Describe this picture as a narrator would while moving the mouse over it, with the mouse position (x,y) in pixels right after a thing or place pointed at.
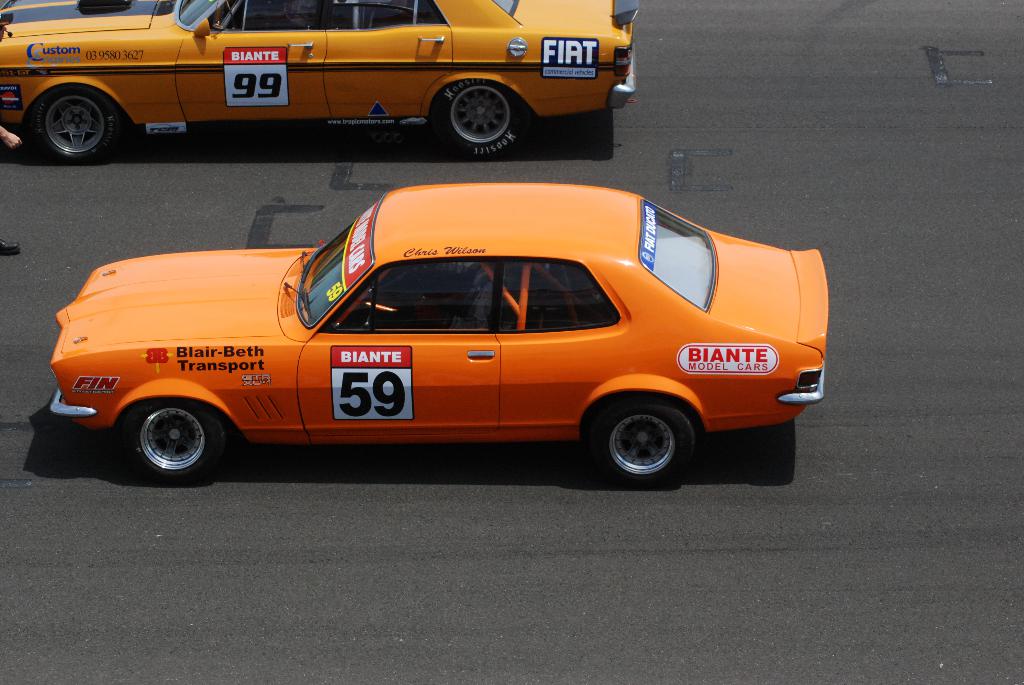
In this image there are two cars (95,377) on the road (424,574). Left side (9,142) a person (4,246) is standing on the road (29,232).
